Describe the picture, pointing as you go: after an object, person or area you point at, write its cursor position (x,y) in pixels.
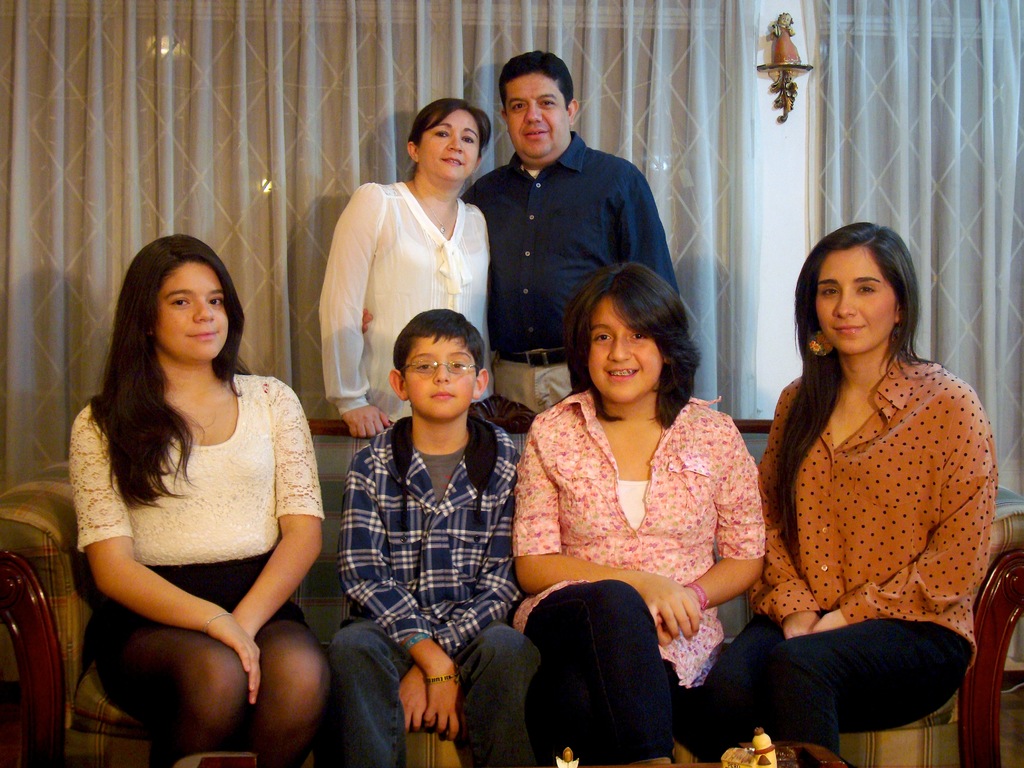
This picture is clicked inside the room (193,418). In the foreground (182,552) we can see the group of persons (287,458) sitting on the couch (48,521). In the center (547,281) we can see a man (525,156) wearing blue color shirt (546,216) and standing and we can see a woman (399,245) wearing white color dress (411,275) and standing. In the background (780,121) we can see the sculpture of a doll (787,53) attached to the wall (803,125) and we can see the curtains (593,30) and the lights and some other objects (760,765).
